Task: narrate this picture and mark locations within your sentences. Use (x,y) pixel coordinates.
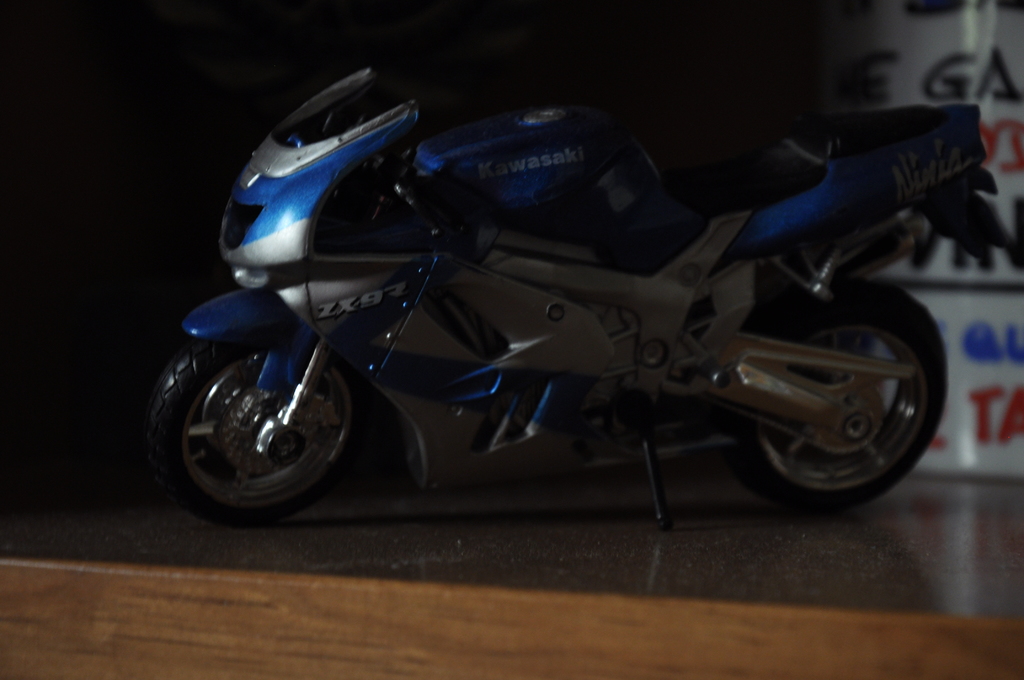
In this image there is a bike (510,261) on a shelf (622,598). Right side (984,397) there is a board (1001,276) having some text (959,270).
